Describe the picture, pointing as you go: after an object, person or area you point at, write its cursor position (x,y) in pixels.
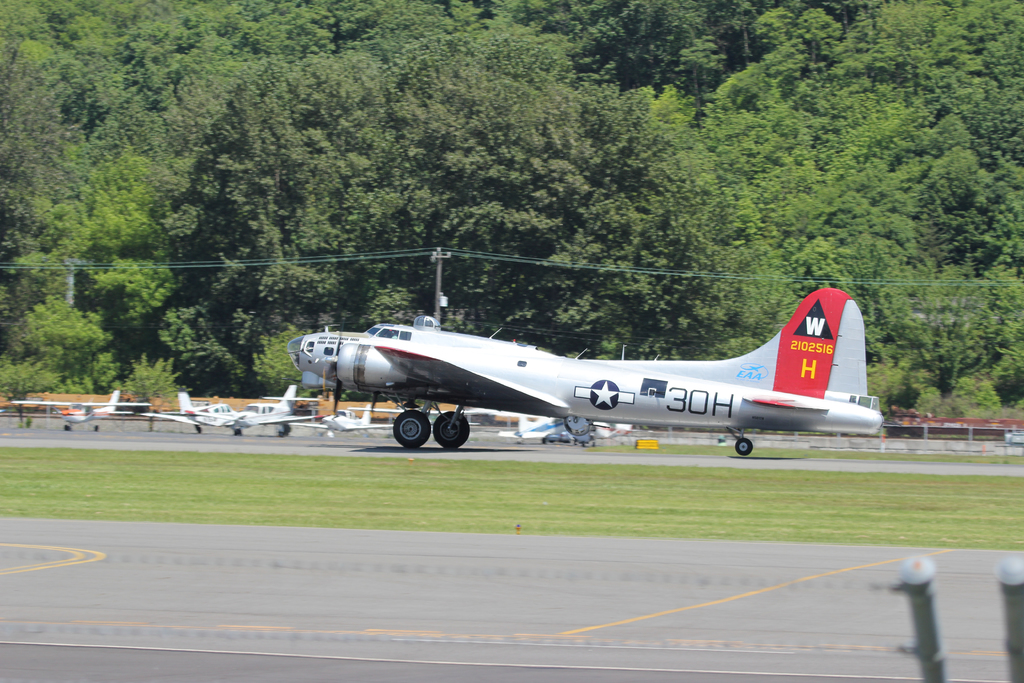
In this image I can see the runway (605,540), some grass (612,515) and an aircraft (459,370) which is white, red and black in color on the runway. In the background (876,302) I can see few trees (860,236), few poles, few other aircrafts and few wires (893,280).
